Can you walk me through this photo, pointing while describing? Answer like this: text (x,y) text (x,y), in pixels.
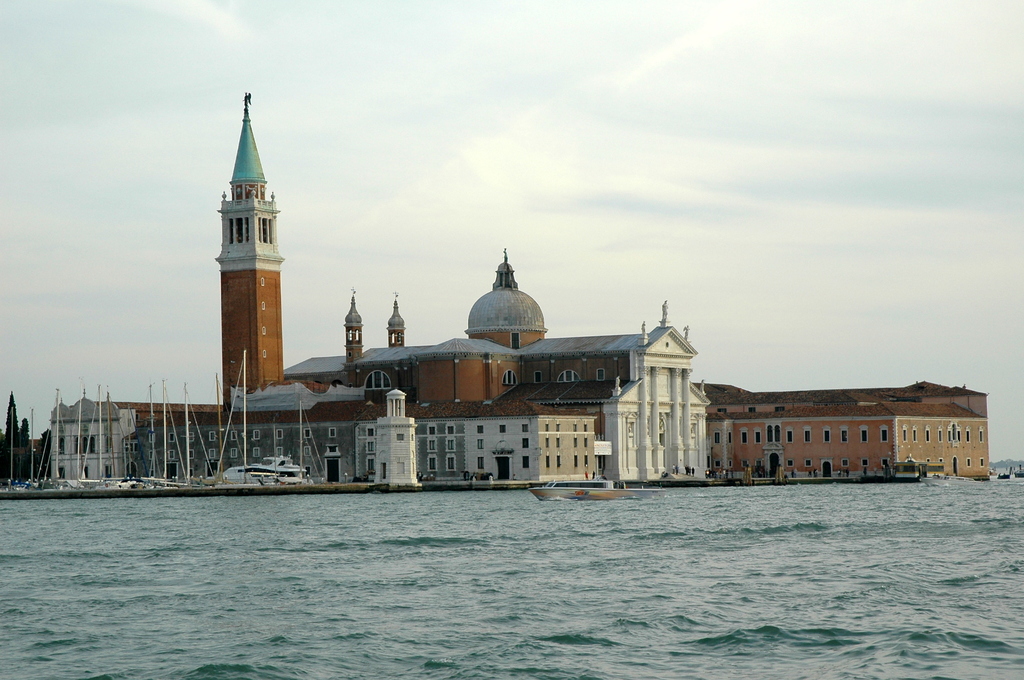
In this picture I can see the water (468,581) at the bottom (368,583), in the middle (389,423) there are boats (116,486) and buildings (596,366). At the top (673,170) I can see the sky (562,224).
